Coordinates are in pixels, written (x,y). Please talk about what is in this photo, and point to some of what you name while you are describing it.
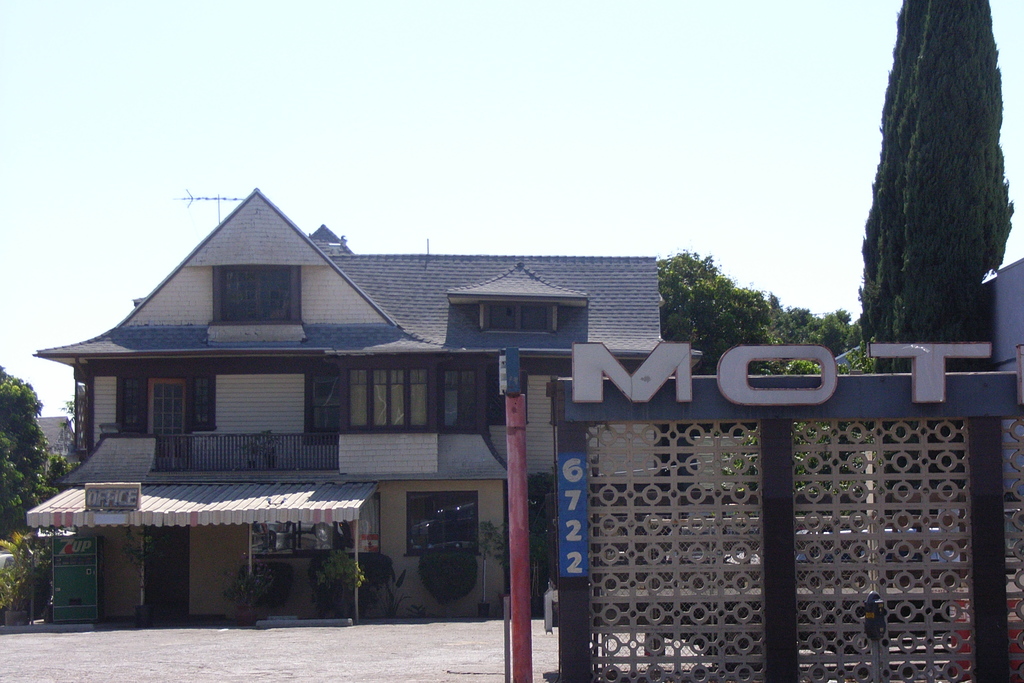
In this image we can see a few buildings (314,397), there are some trees (7,520), poles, plants (288,580), windows (272,538) and boards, also we can see an object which looks like the wall (654,376), on the wall (661,376) we can see some text (600,350), in the background (585,129), we can see the sky (697,133).
